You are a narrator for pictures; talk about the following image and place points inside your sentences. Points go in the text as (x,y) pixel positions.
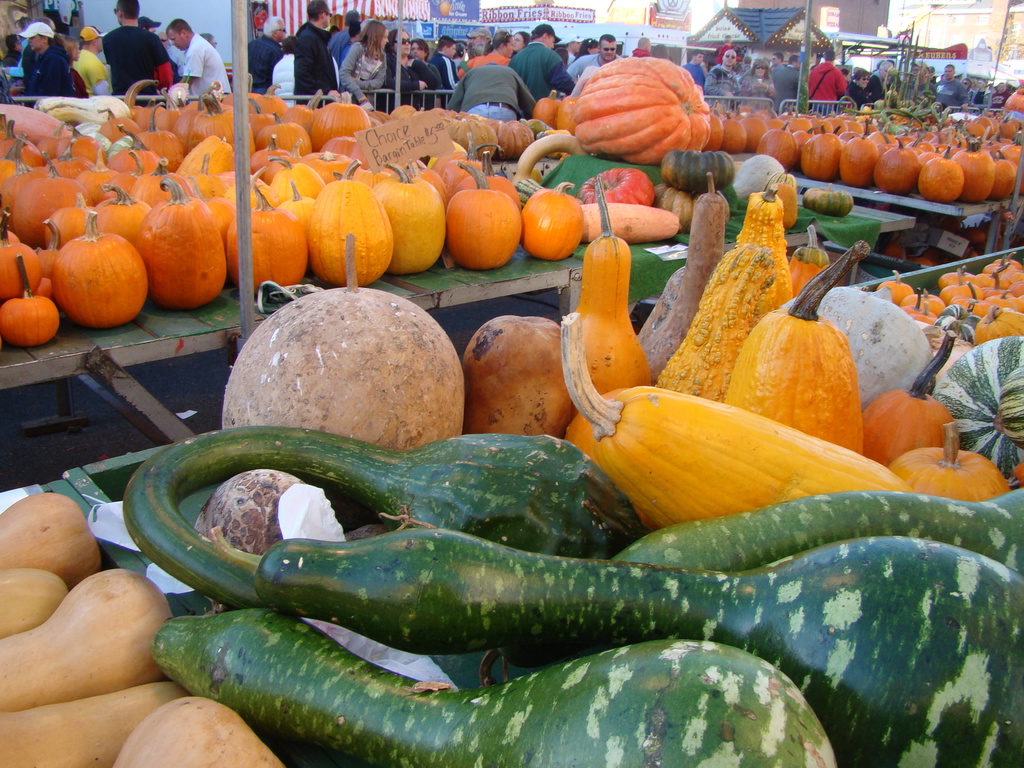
In this image I can see vegetables (690,425) on the table (687,232). They are in different color. Back Side I can see group of people (521,39). We can see stores (787,34).
